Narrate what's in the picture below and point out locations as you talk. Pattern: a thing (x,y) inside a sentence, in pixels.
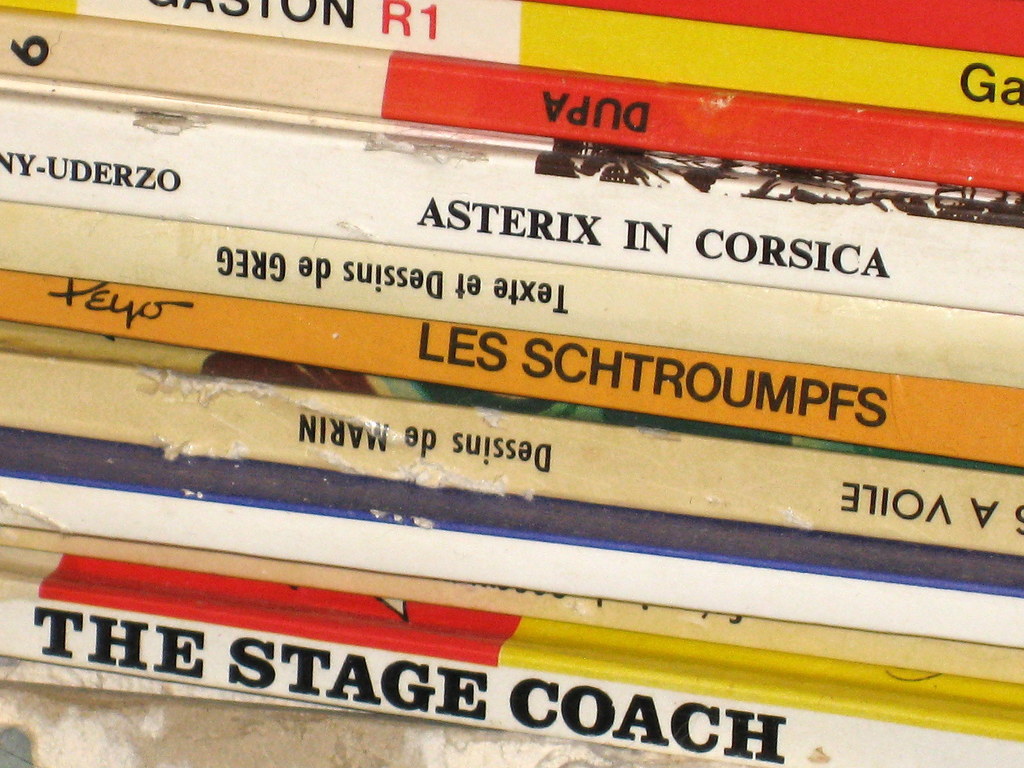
In this image we can see books (483,333) placed in a row.
